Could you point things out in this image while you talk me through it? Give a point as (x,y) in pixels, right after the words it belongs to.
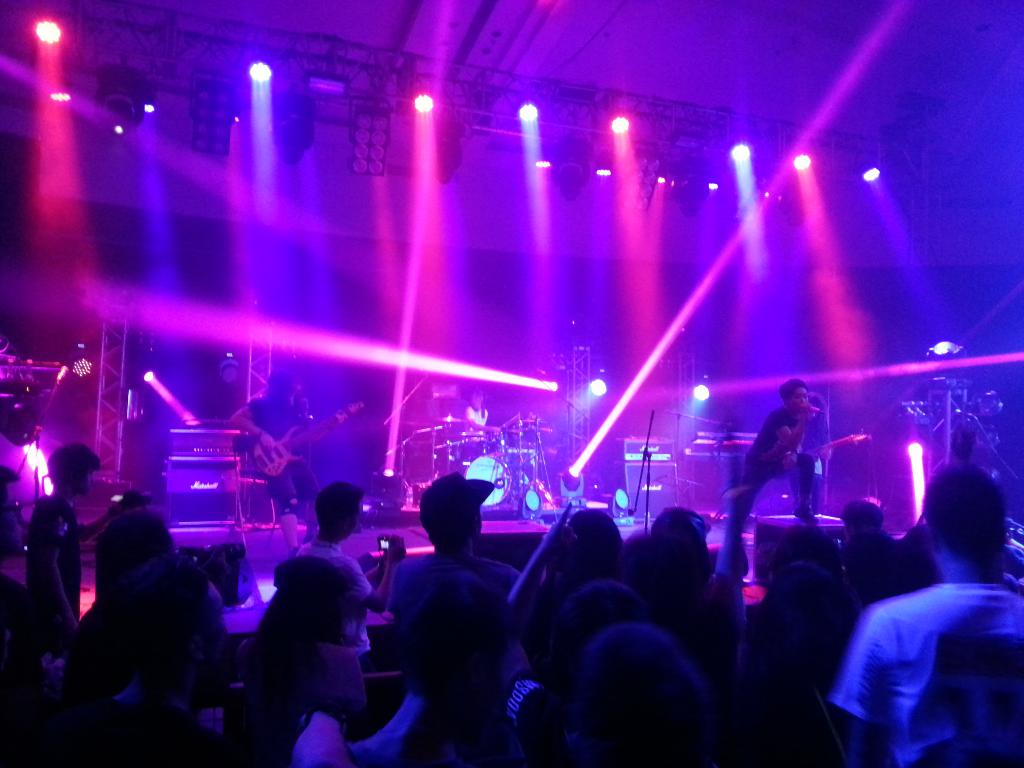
In this picture there are musicians (786,439) performing on the stage (541,466) and in front (424,678) there are the crowds (549,636) enjoying the performance of these musicians (269,418). In the background (266,224) there are spotlights (419,99). On the stage (509,527) there are musical instrument (502,472). At the left side (273,433) the person (274,443) is holding musical instrument (292,447) in his hand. At the right side (773,451) the man (770,454) is standing and is singing.
